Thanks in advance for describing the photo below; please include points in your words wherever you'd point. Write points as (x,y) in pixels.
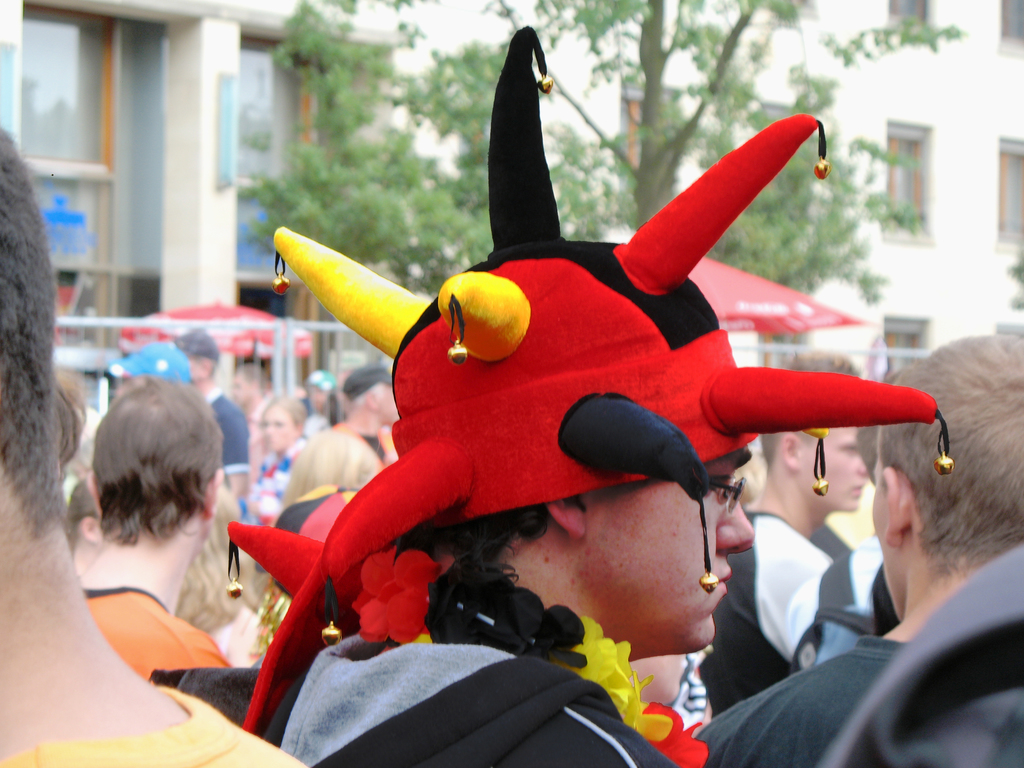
In this image, we can see a person (452,614) wore a colorful hat (565,446) and garland (468,621). There are a group of people (673,597) in the image. Background (985,159) we can see few buildings (956,147), pillars (198,225), trees (396,151), umbrella (257,346), walls (394,43).
